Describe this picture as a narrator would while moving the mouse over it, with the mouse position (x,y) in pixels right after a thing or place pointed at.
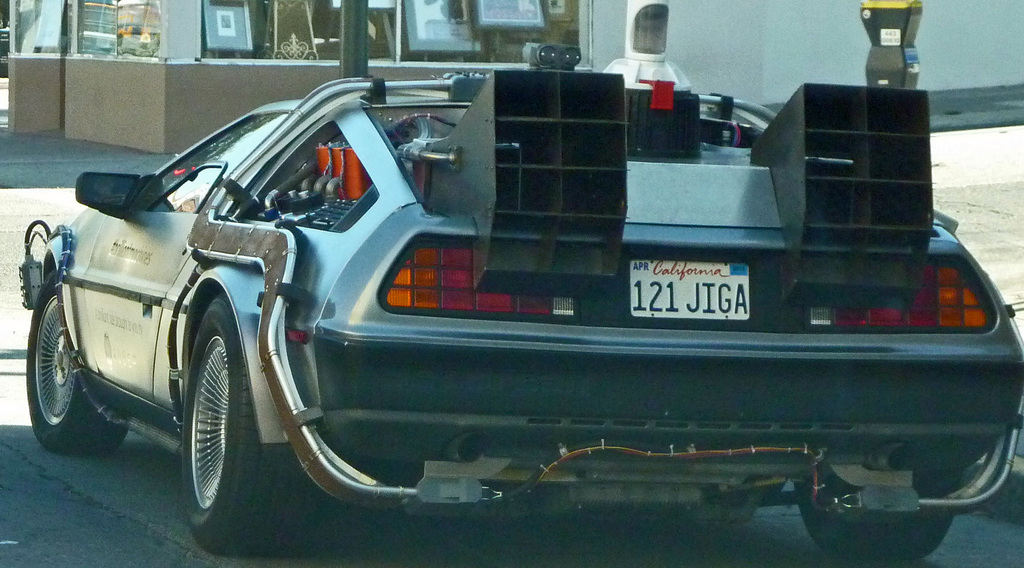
In the foreground of the picture (466,231) there is a car (362,313). In the background (305,51) we can see building (124,29), frames (452,30), wall (956,11) and road (1020,129).
